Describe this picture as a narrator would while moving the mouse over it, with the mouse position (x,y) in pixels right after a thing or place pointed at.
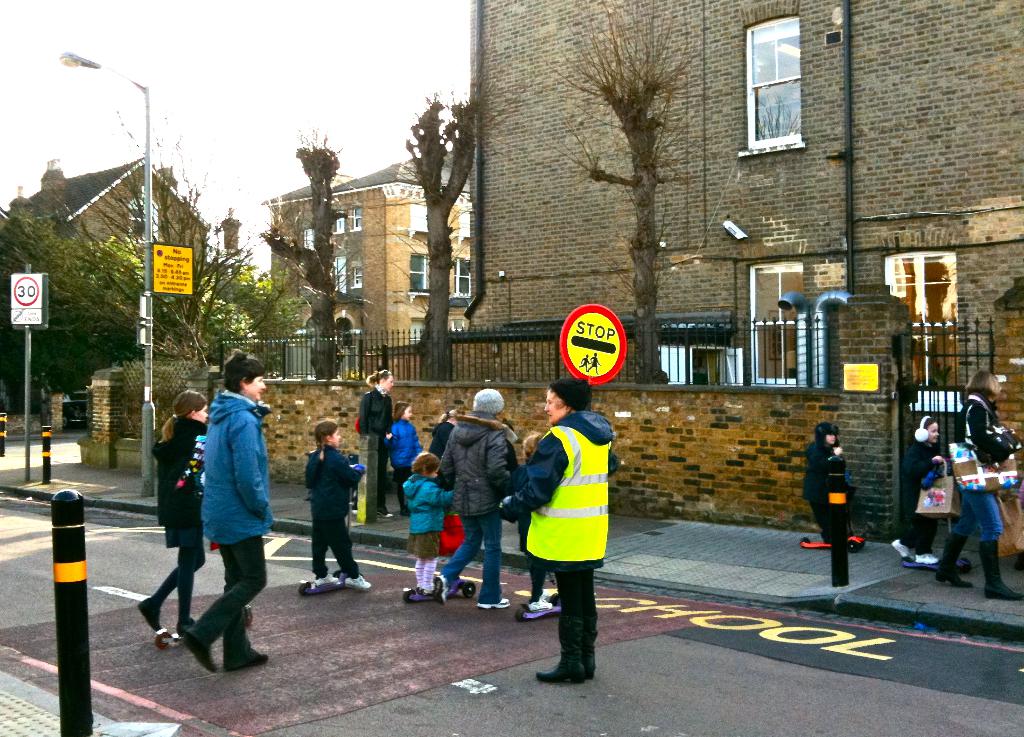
Here few people (232,482) are crossing the road (539,694), a crossing guard (540,457) is standing she wore a yellow color vest (575,502). Right side it's a building (843,242), in the left side (313,151) there are trees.
